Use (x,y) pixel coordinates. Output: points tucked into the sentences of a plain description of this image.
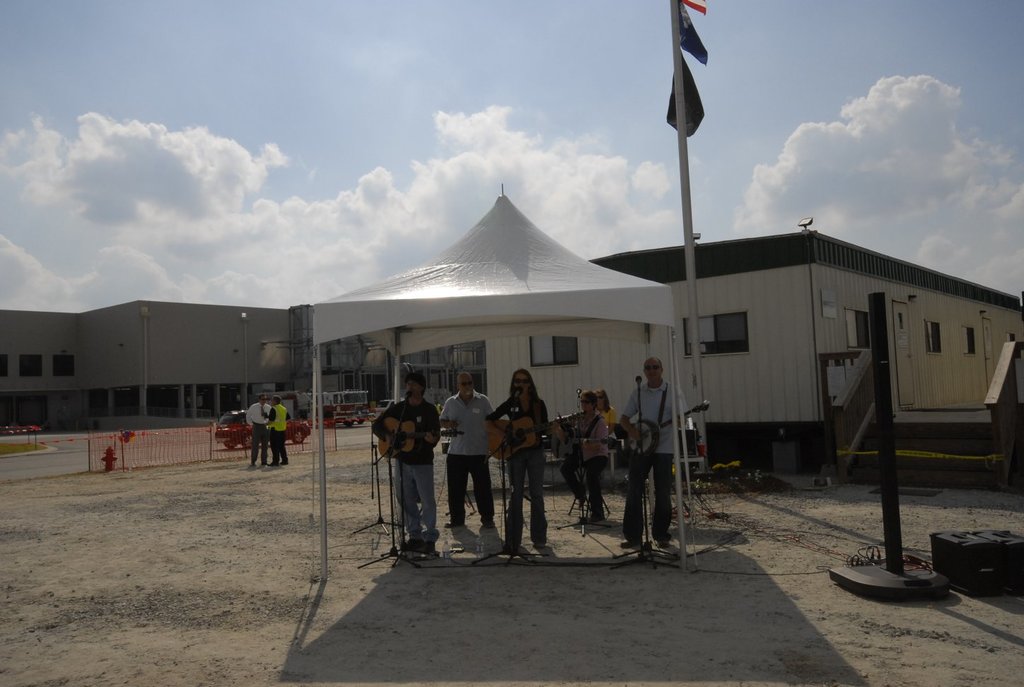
In the foreground (412,432) I can see six persons (634,418) are playing musical instruments (646,425) in front of a mike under the tent (624,283). In the background (535,353) I can see buildings (948,346), fence (144,459), vehicles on the road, flag pole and a group of people (277,421). At the top (364,156) I can see the sky (365,139). This image is taken may be near the building (758,292).
